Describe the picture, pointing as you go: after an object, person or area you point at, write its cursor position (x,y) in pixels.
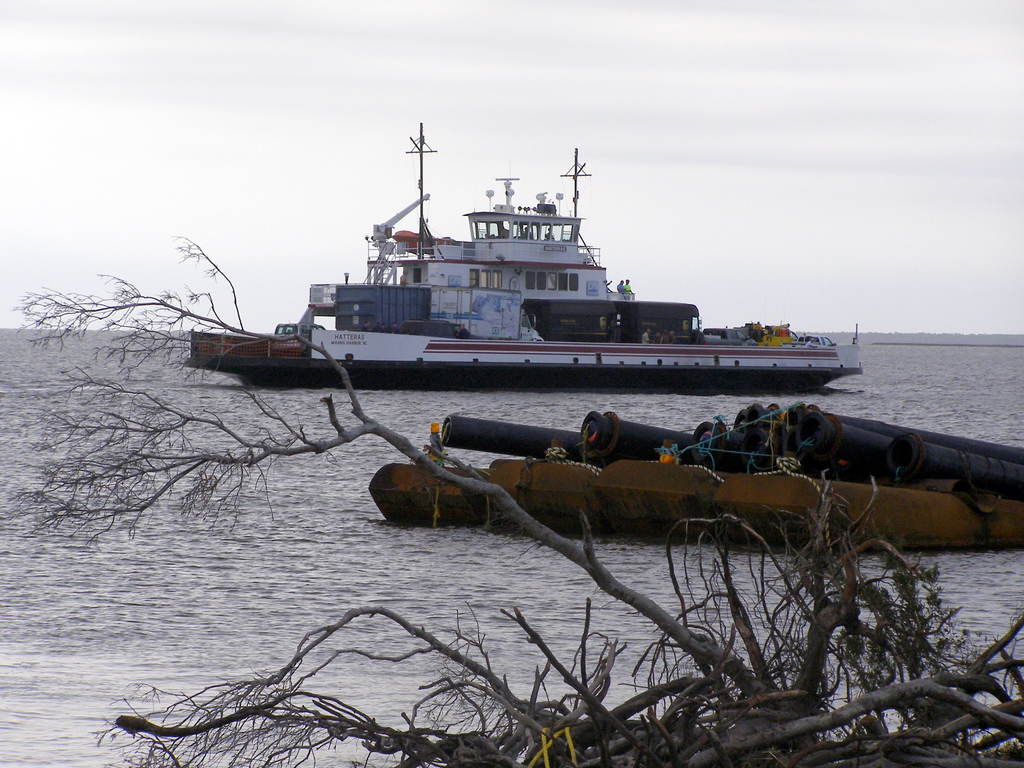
This image consists of a ship (351,340). At the bottom (232,574), there is water (149,586). And we can see dried plants (452,757). In the middle (652,442), there are pipes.
